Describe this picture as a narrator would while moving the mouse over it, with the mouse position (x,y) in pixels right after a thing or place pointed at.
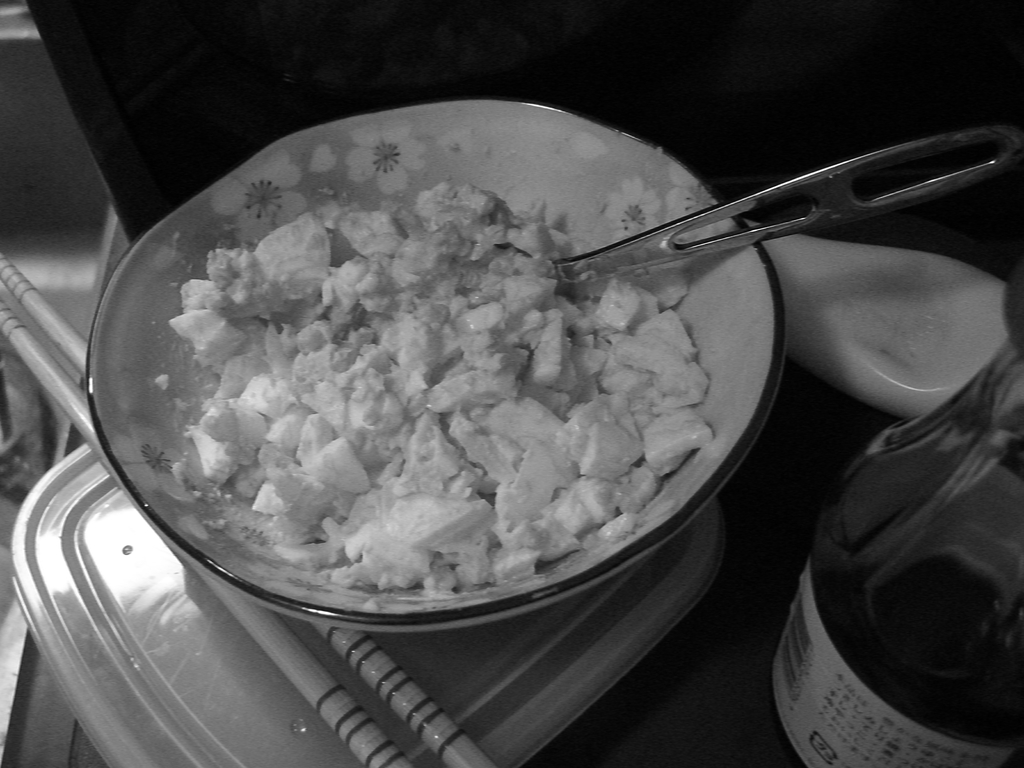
In this image we can see there is a table (765,748). On the table (670,657) there is a bowl (204,245) and in that there is some food item (493,389). And beside that there is a bottle (894,453), Spoon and few objects (151,575).
